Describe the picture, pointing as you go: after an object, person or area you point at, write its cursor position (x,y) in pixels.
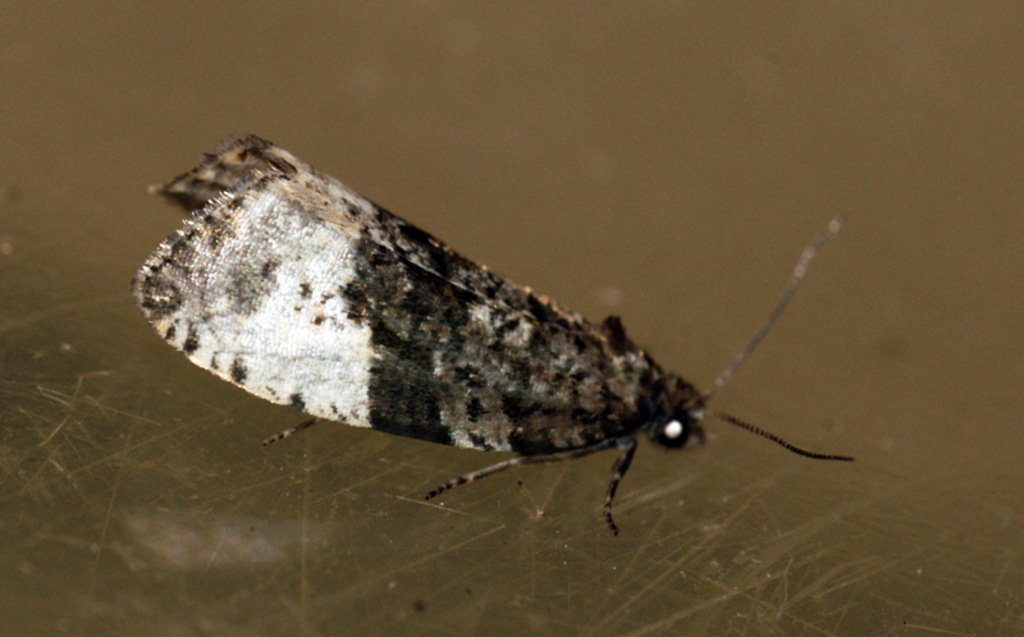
In this image we can see an insect (460,333).
